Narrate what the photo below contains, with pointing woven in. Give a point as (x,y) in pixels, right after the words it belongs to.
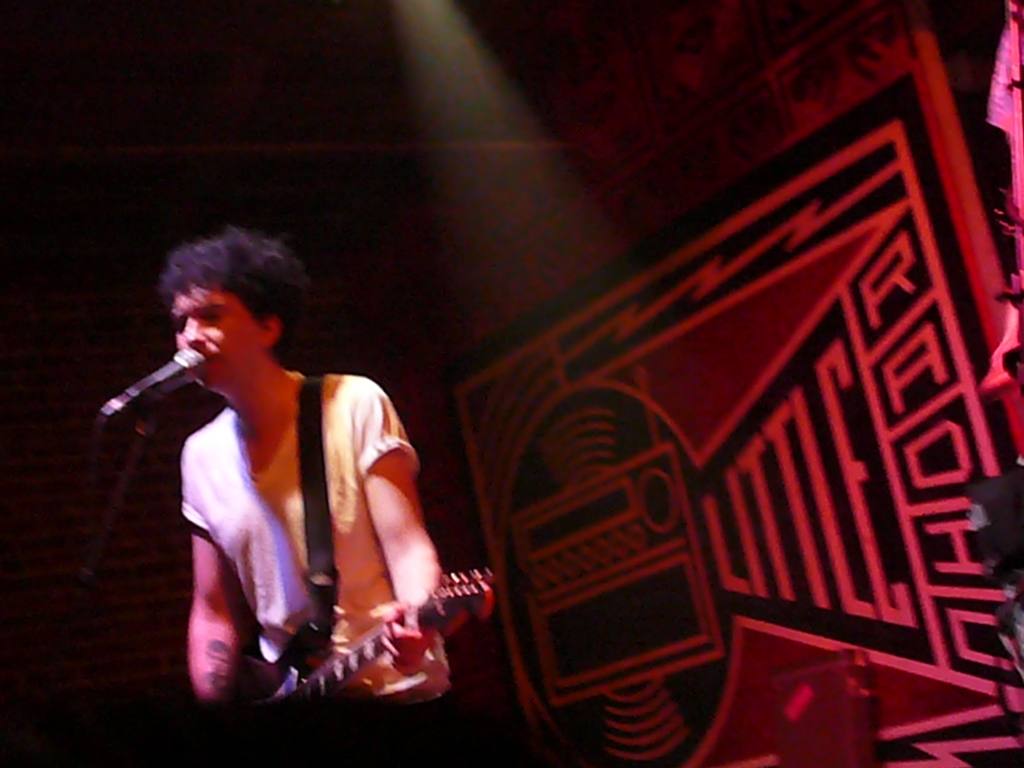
In this picture we can see a man (208,358) who is playing guitar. This is mike (190,362). On the background (710,378) there is a wall (123,596).
